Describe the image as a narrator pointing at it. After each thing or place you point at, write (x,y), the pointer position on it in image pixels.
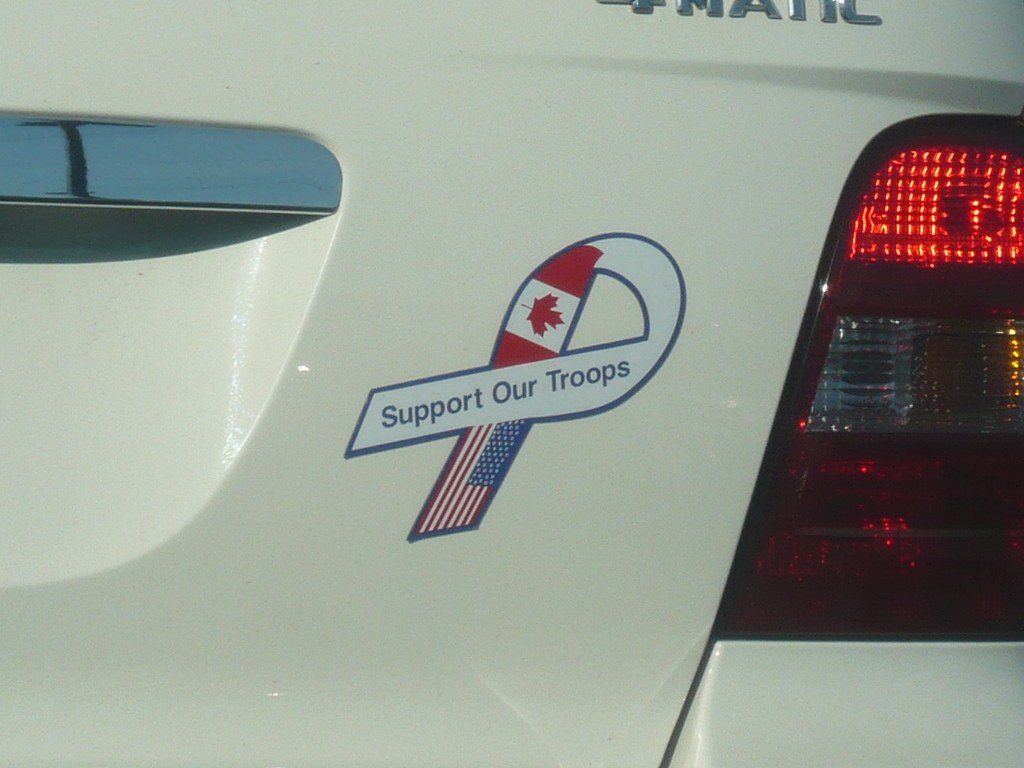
This is the zoom-in picture of a car (694,579) where we can see a logo (471,390), text (647,8) and a light (831,471).
